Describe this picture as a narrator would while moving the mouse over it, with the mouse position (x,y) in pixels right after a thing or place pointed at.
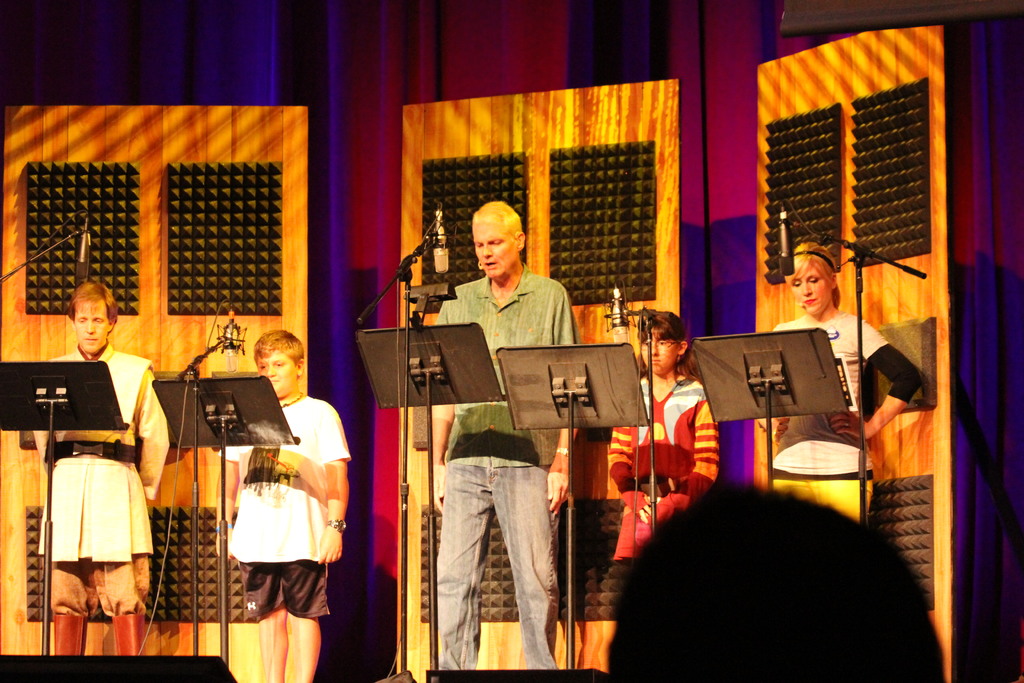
In this image, we can see people (280,463) standing on the stage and there are mics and stands (569,470). In the background (557,198), there are boards (635,198) and we can see a curtain (706,78). At the bottom (712,637), there are some other objects (452,675) and we can see a person (717,569).
